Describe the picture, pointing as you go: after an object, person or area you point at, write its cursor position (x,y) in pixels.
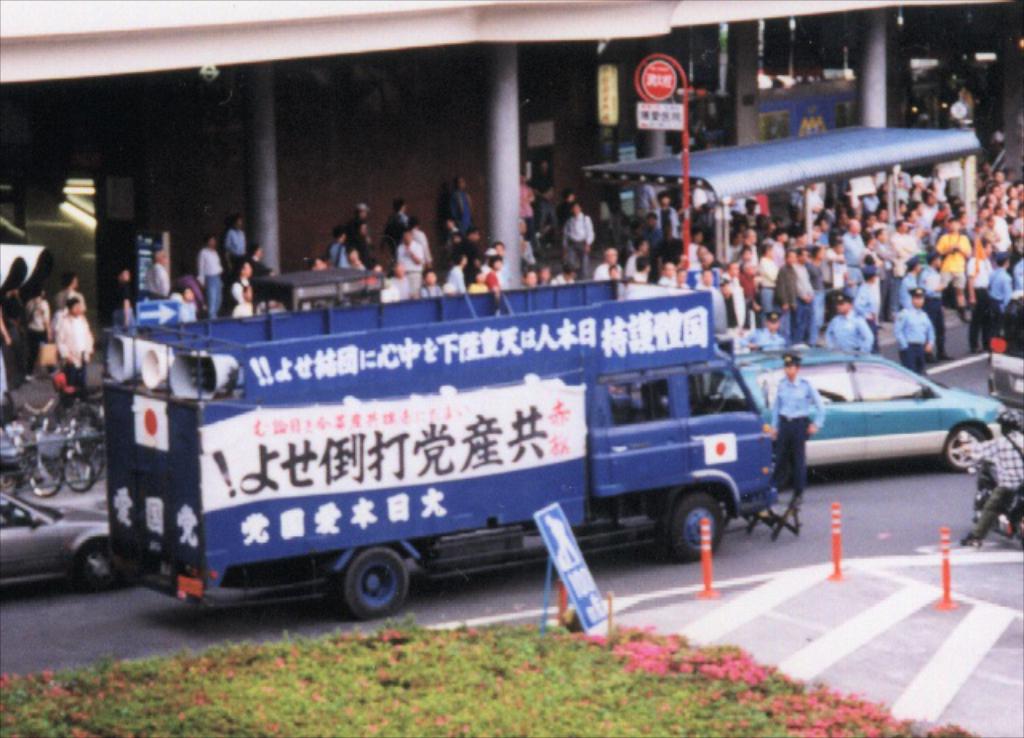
In the image I can see group of people (567,277) are standing. I can also see vehicles (653,450) on the road (650,559). In front of the image I can see the grass (592,687), boards (577,595) which has something written on it and some other objects (704,584). In the background (309,137) I can see a building (342,136), sign boards (674,83), bicycles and some other objects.
